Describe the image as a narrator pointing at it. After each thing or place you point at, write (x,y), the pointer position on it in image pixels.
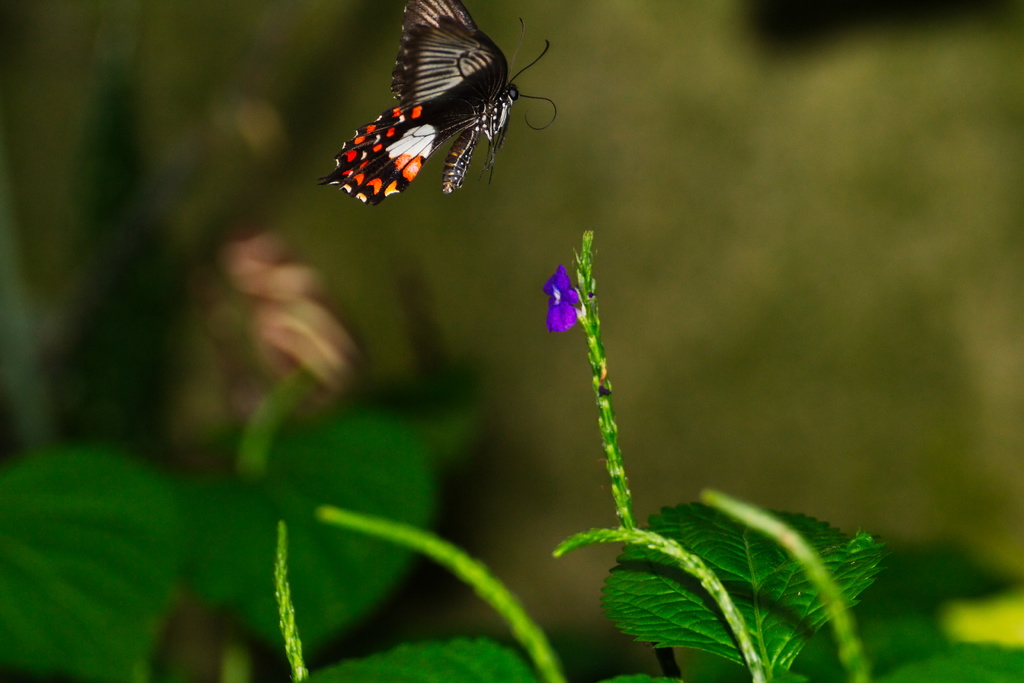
In the center of a image there is a butterfly (471,27). At the bottom of the image (309,546) there are leaves (140,485). The background of the image (643,83) is blurry.
